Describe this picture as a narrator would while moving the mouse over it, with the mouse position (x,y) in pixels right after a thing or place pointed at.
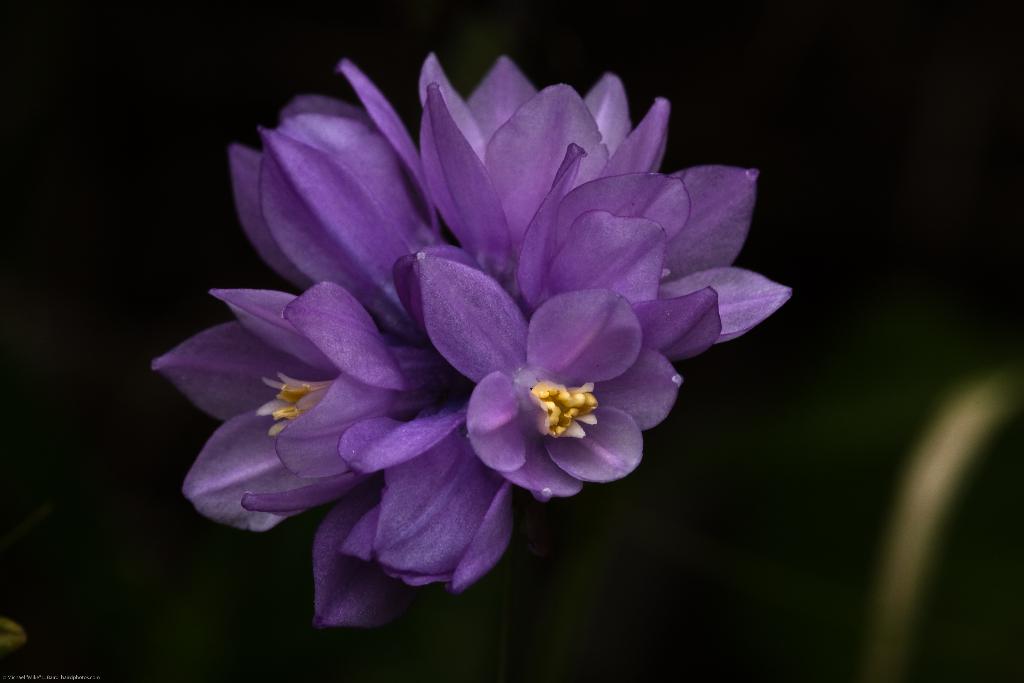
In this image I can see few flowers (552,241) which are violet, yellow and white in color and I can see the dark background (812,253).
